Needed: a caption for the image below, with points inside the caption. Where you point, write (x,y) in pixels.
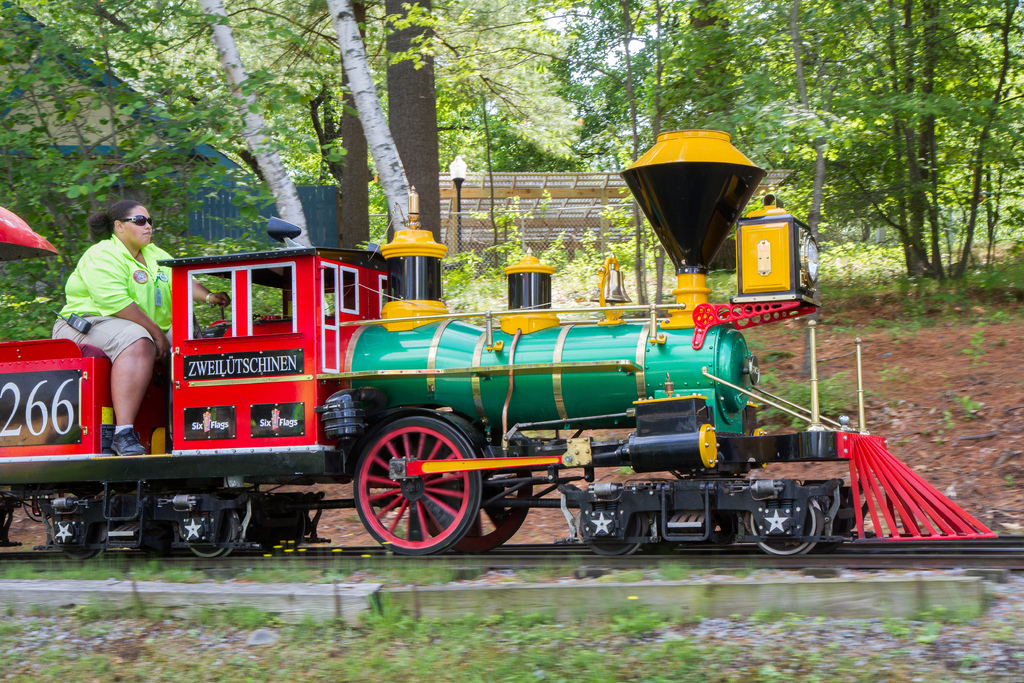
In this image I can see a train (332,368) on the track (583,550) and the train (594,523) is in green, red and yellow color. I can also see a person (156,263) sitting on the train (521,386) wearing green shirt (120,308), cream short (134,326). Background (807,109) I can see a light pole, a building (486,197) in cream color, trees (648,103) in green color and the sky (637,40) is in white color.
